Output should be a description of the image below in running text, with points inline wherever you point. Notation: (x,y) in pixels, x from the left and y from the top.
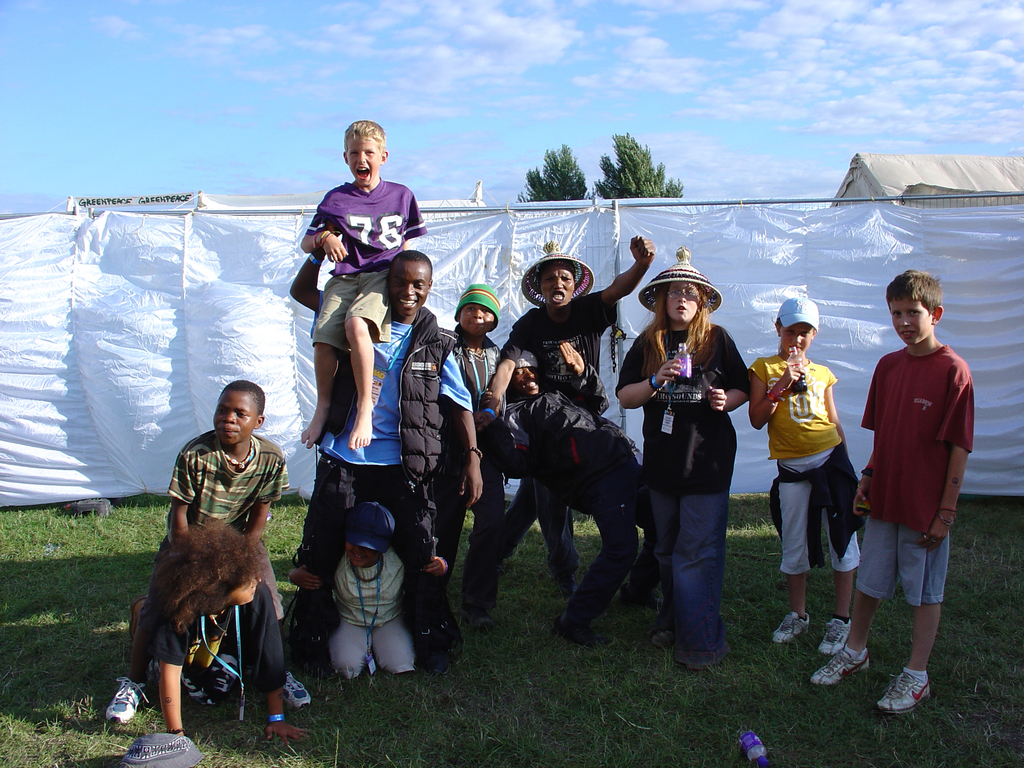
In this image there are group of kids (485,437) who are standing on the ground (747,590). In the background (588,244) there is a white color curtain (139,349). At the top (237,29) there is the sky (228,29). On the ground (572,742) there is grass (521,709) on which there is a bottle (750,736). Beside the tent (876,169) there are trees (558,172).
